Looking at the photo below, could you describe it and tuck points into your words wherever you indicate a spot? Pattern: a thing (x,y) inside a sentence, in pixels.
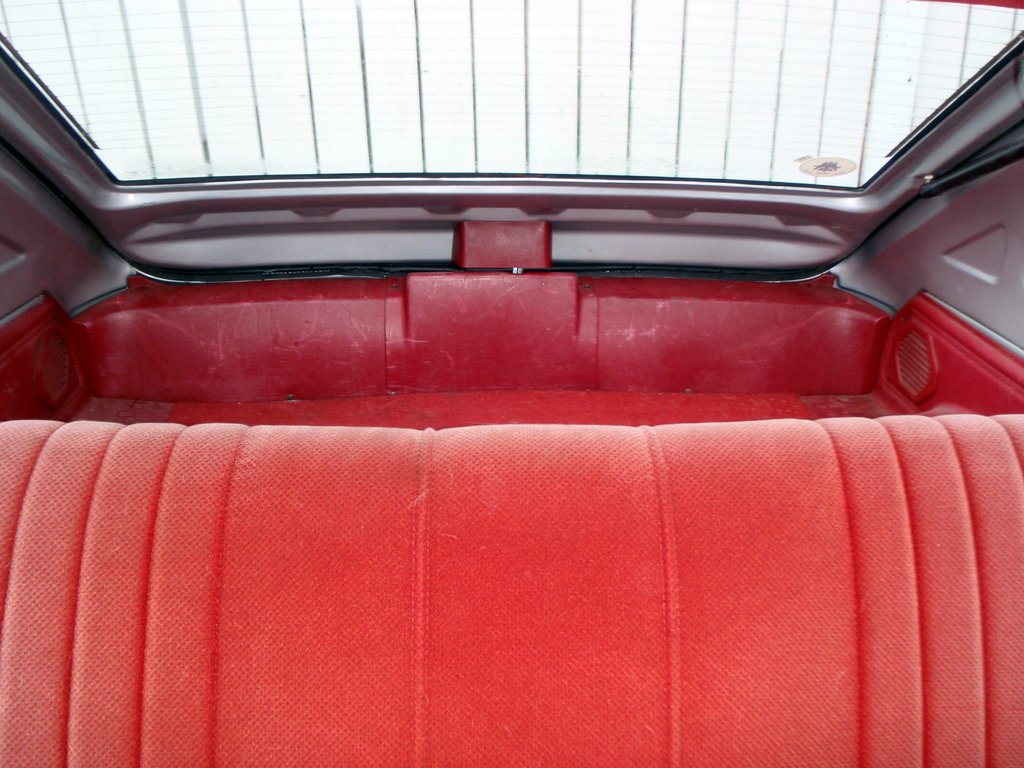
This picture describes about inside view of a car (376,315), and we can see a seat (579,438).
